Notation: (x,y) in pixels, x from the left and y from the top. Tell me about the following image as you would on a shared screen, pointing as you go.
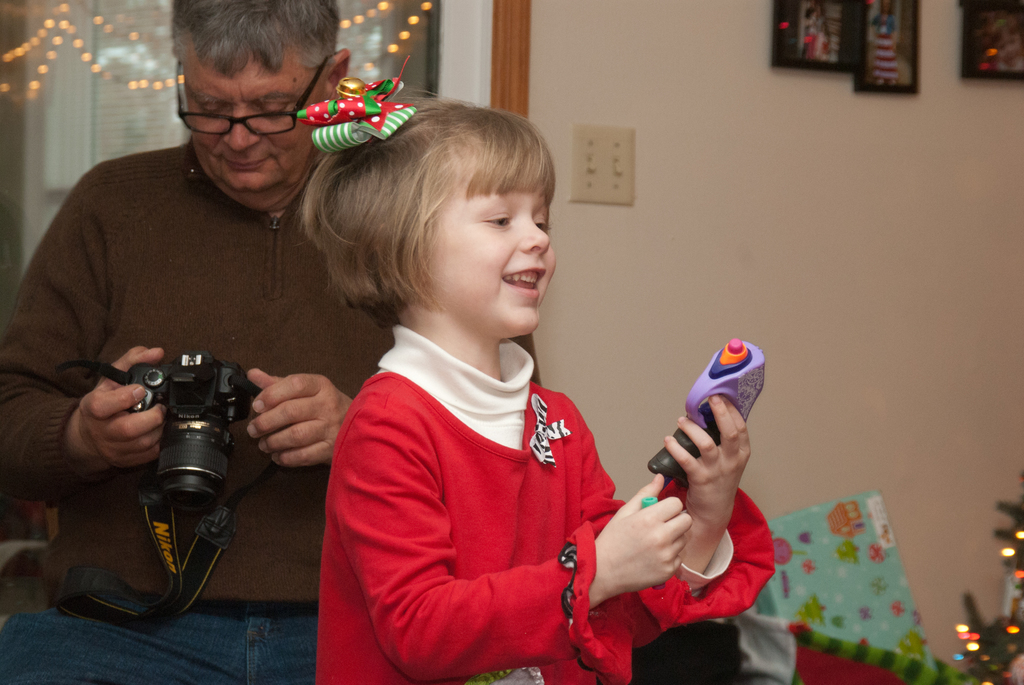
On the background (844,176) we can see photo frames (890,34) over a wall (706,205) and these are lights (380,7). Here we can see a man (255,132) wearing spectacles (282,121) holding a camera (186,419) in his hands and staring to it. Here we can see a girl (403,193) smiling and she is holding a toy (725,382) in her hands (726,425).
